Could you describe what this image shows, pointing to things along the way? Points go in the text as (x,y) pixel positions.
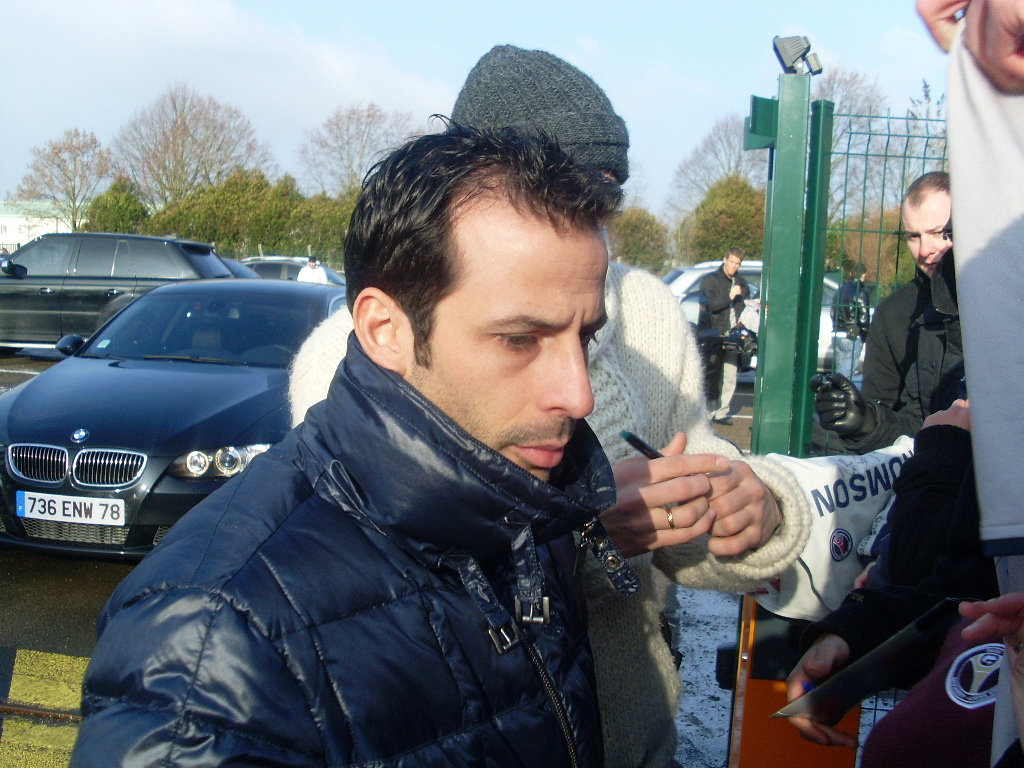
In this picture I can see group of people (697,403), there is fence (773,318), there are vehicles (269,263), trees (276,244), and in the background (444,86) there is sky (103,111).
